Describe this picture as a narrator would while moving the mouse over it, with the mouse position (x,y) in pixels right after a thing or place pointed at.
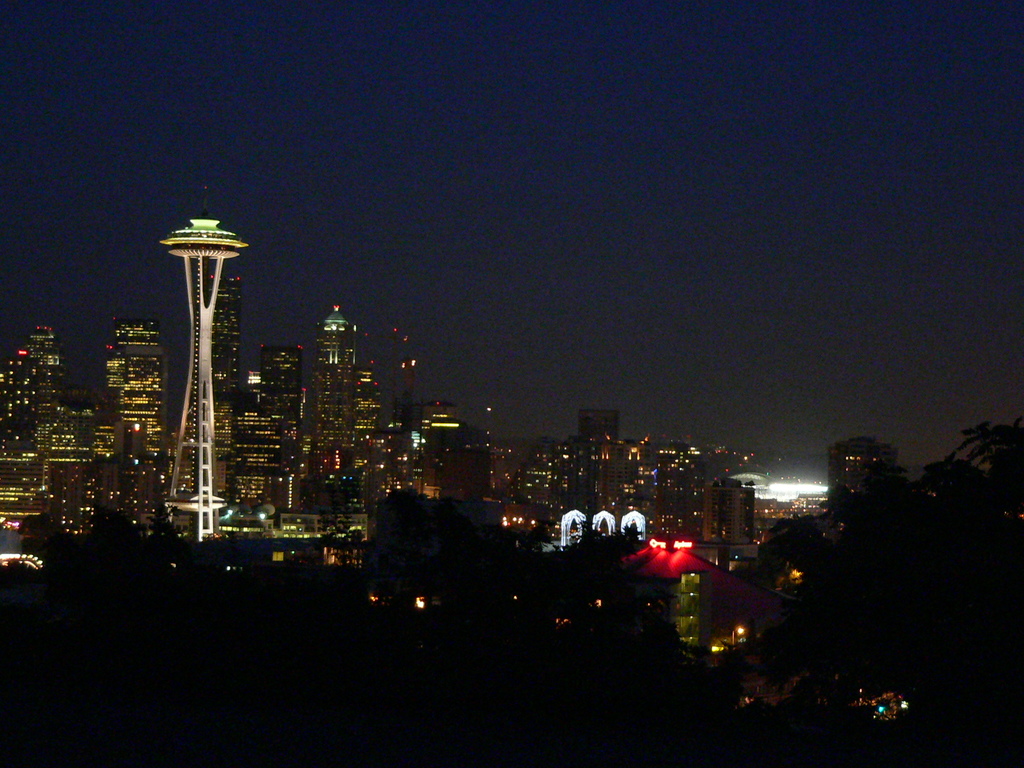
In the picture we can see a night view of buildings (4,441) with lights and behind it we can see some tower buildings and sky (623,277).
